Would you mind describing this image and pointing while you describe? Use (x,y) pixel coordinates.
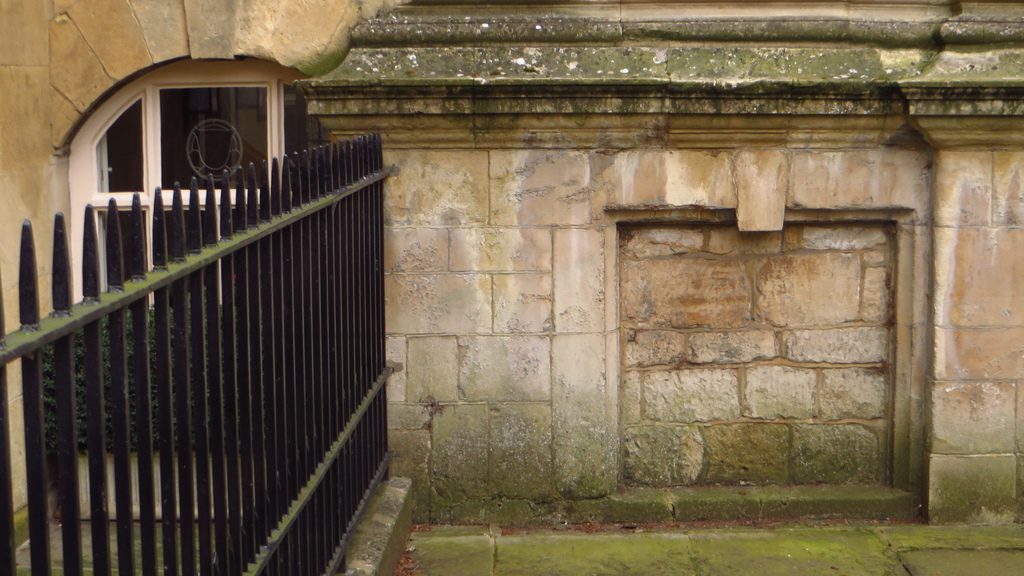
In this image we can see fencing (196,334), window (194,170) and wall (445,86).
